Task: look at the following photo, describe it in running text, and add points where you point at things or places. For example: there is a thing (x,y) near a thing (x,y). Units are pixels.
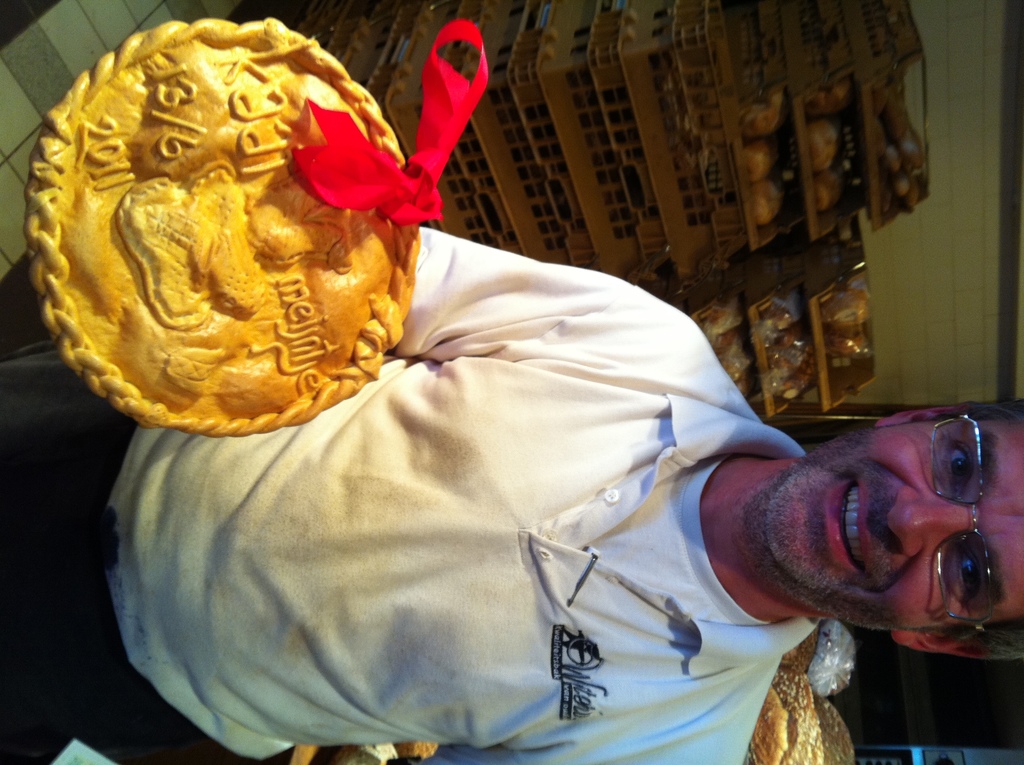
In this image we can see a man (508,516) holding an object (100,61) and he is smiling. He wore spectacles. In the background (566,182) we can see baskets (823,287), wall (939,309), and few objects (773,347).
